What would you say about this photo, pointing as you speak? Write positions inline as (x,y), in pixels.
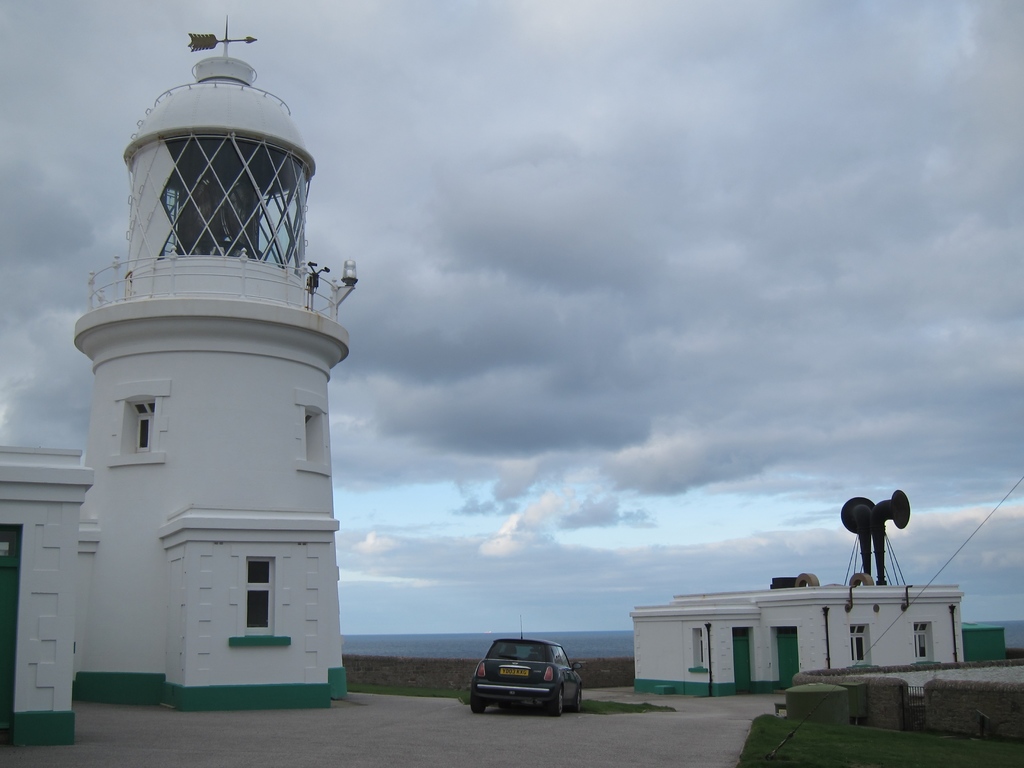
In this image, we can see light house (245,507), house (845,635), walls (323,576), windows (929,629), railings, doors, car (511,689), walkways (604,691), grills (907,718) and few objects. On the left side (43,556) bottom, it looks like a house (43,586). Background (905,535) there is a cloudy sky (660,429). Top of the image (228,31), we can see direction pole (228,45) on the lighthouse (233,69).
